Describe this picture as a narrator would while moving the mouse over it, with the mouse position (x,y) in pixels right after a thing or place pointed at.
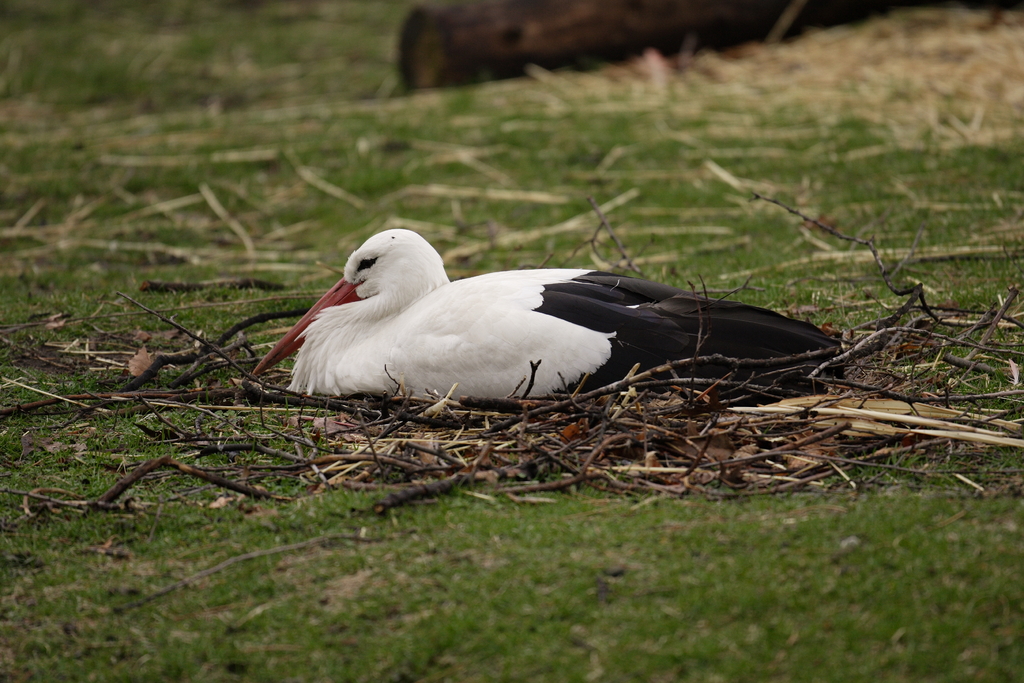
In this image in front (789,347) there is a bird (562,385) on the sticks (649,418). At the bottom of the image (702,601) there is grass (679,610) on the surface (691,622).
